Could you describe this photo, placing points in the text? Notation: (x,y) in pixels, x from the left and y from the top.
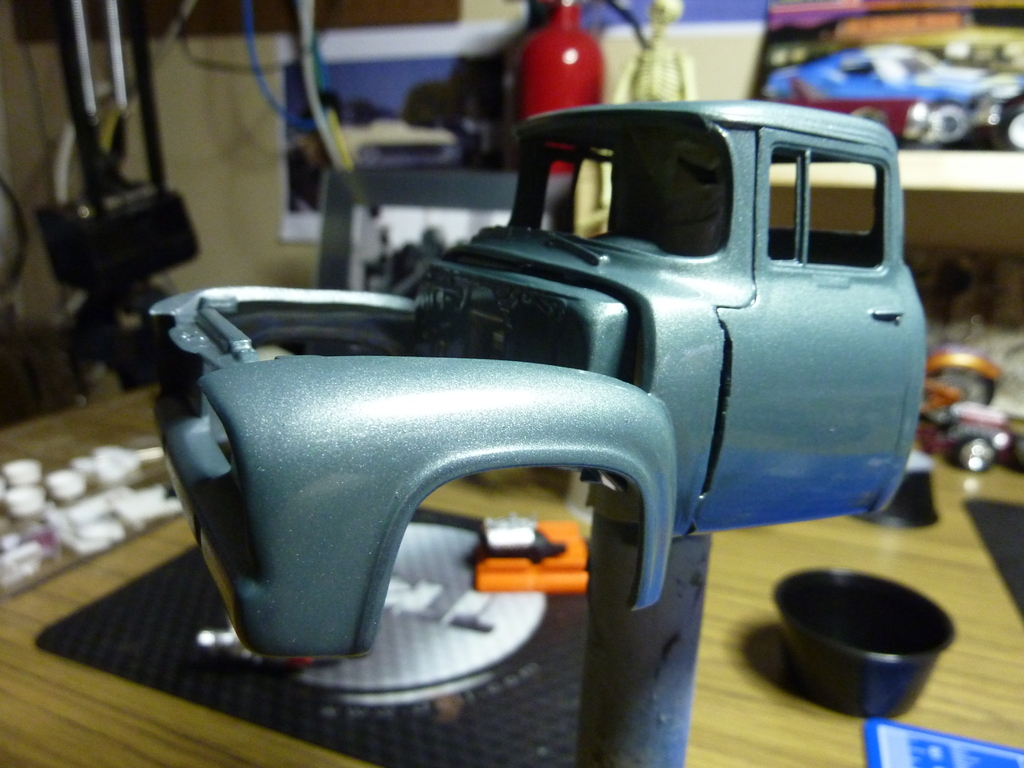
In this image we can see part of a toy vehicle (506,354) on a stand (634,663). In the back (138,694) we can see a wooden surface (237,722). On that there is a box (803,643) and some other things (89,540). In the back (143,210) there are wires (258,78), toys (914,80) and some other things (417,104). And in the background (42,185) it is looking blur.
